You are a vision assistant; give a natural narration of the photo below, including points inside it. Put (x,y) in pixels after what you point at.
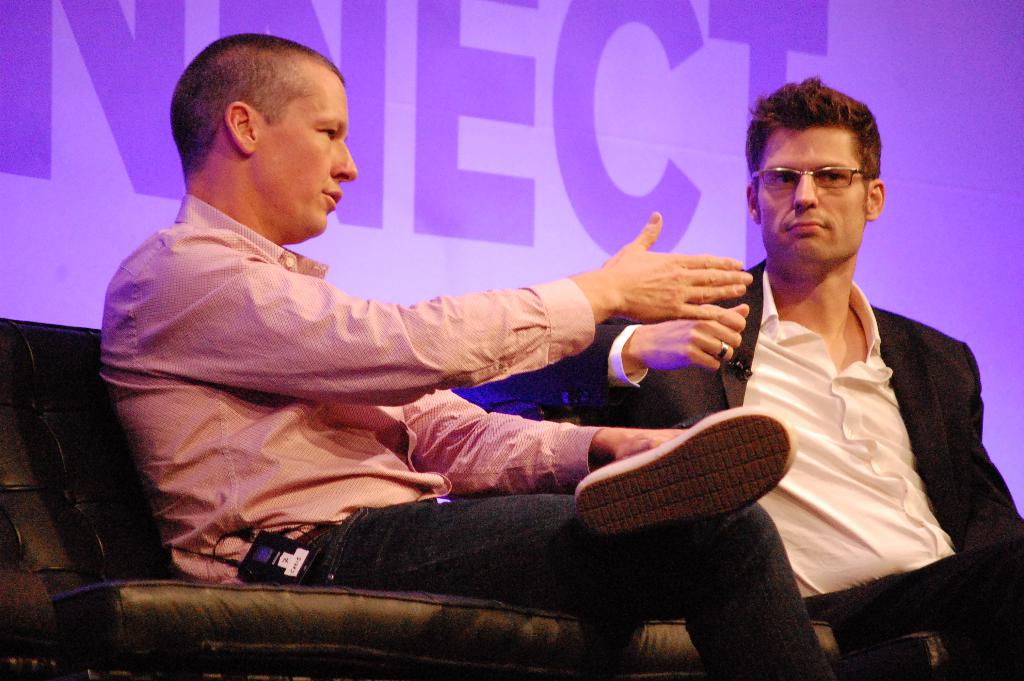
In this image I can see two persons (264,141) sitting, the person (391,441) in front (263,445) wearing peach color shirt (312,476), black pant (365,514). The person (849,381) at right (808,399) wearing white shirt (808,399), black blazer (673,375). Background (724,97) I can see purple backdrop (724,97) with text (595,178).
